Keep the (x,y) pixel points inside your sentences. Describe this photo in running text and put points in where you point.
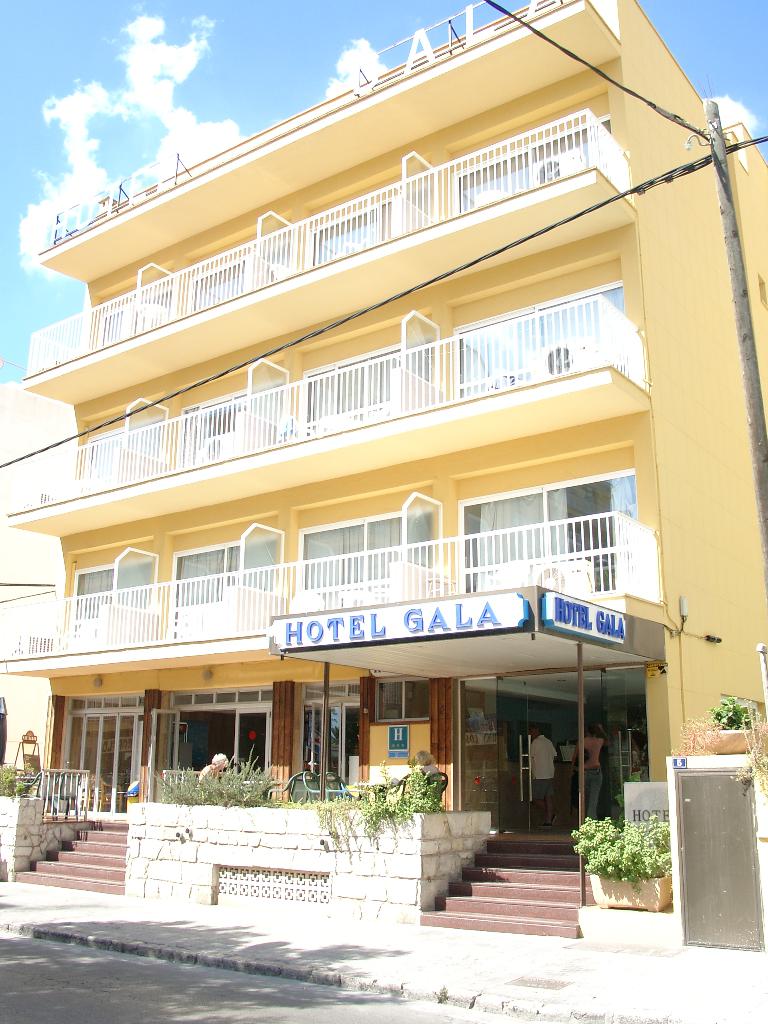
This picture is clicked outside. In the center (269,350) we can see a yellow building (494,171) and we can see the deck rails (387,409), windows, doors (471,761) and the stairs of the building (532,381) and we can see the text (464,628) on the building (428,662) and we can see the group of persons (546,796), potted plants (616,882), pole (721,136) and cables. In the background (286,45) there is a sky (269,59) with the clouds (158,53).
